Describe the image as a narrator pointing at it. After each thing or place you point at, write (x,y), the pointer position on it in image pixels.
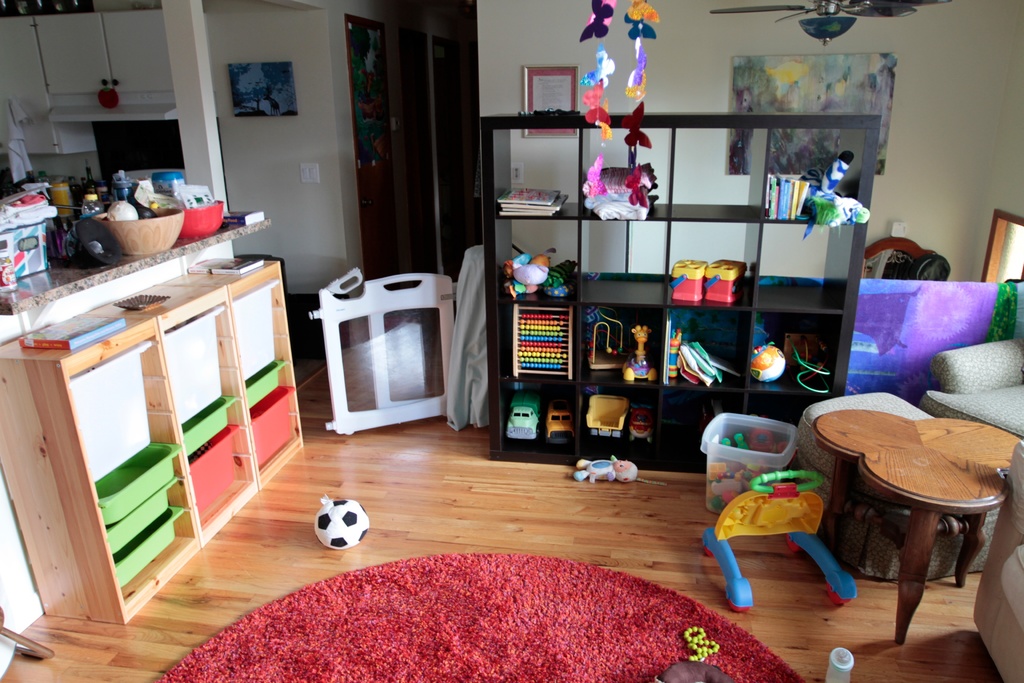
This picture shows an inner view of a house (638,554) we see some toys (564,355) in the shelf (746,300) and a table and a ball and a counter top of a kitchen (16,54).
